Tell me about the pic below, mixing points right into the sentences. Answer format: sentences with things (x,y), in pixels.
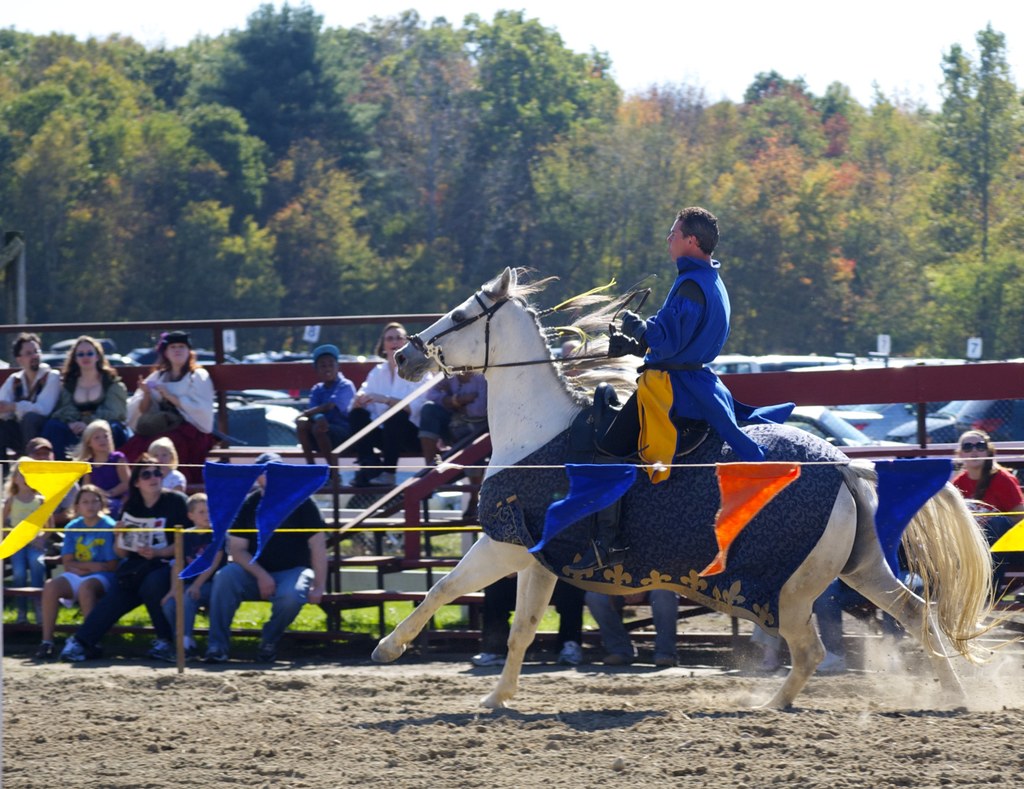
In the foreground of this image (548,491), there are bunting flags (219,492) and a man (672,328) riding horse (545,407) on the sand (502,753). In the background (493,603), there is a railing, persons (187,513) sitting, vehicles (852,432) parked, trees (449,139) and the sky (698,56).
